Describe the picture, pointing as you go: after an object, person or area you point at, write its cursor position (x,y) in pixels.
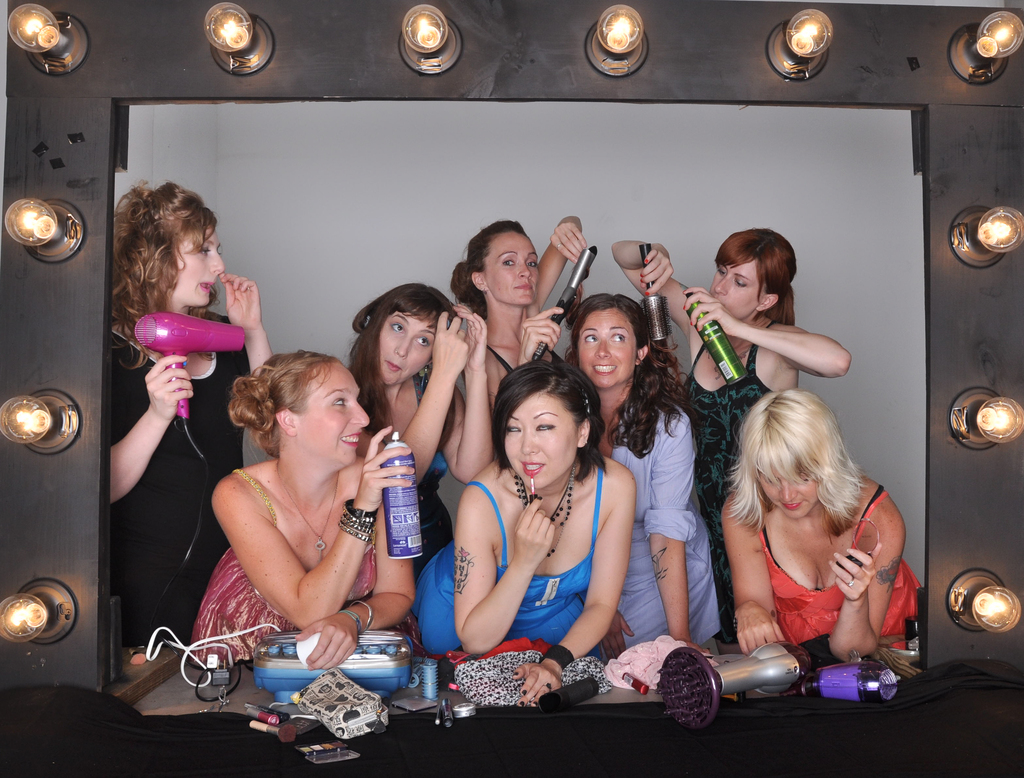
Here we can see a group of people (490,520). These two people (389,578) are holding spray bottles (394,499). This woman (186,390) is holding a hair dryer (173,325). Here we can see objects (836,671) and lights (269,29).
